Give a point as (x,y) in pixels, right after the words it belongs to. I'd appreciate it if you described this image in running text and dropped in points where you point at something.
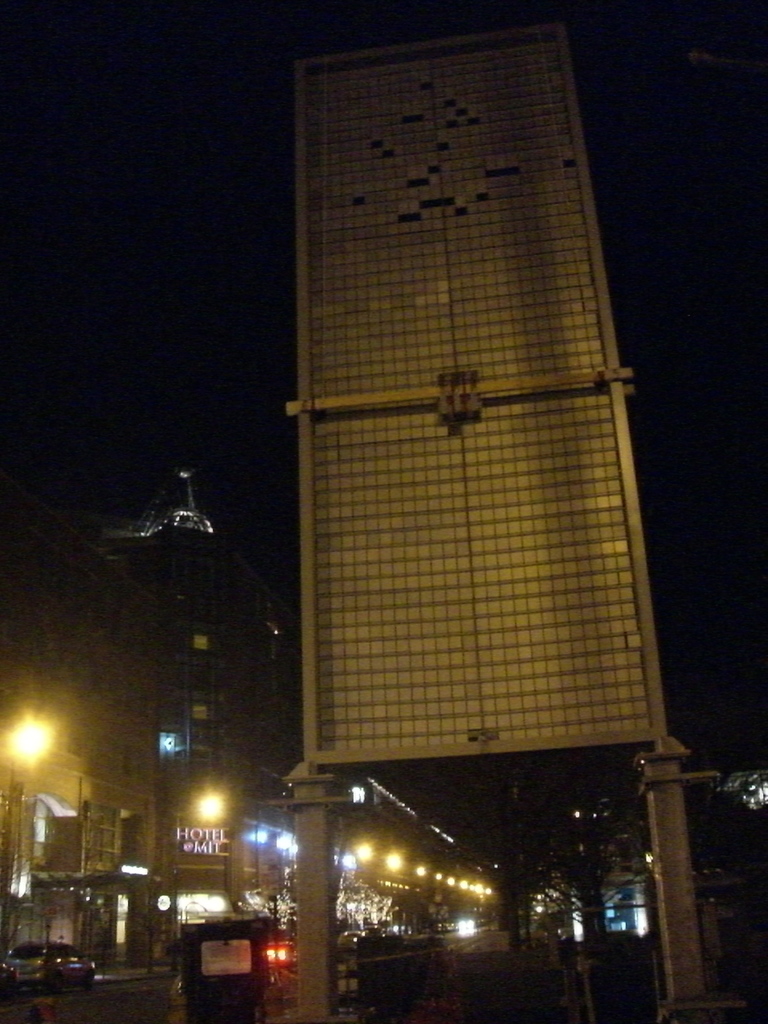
In this picture we can see vehicles (74,955) on the road (112,996), here we can see lights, buildings (61,865), trees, some objects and in the background (745,41) we can see it is dark.
